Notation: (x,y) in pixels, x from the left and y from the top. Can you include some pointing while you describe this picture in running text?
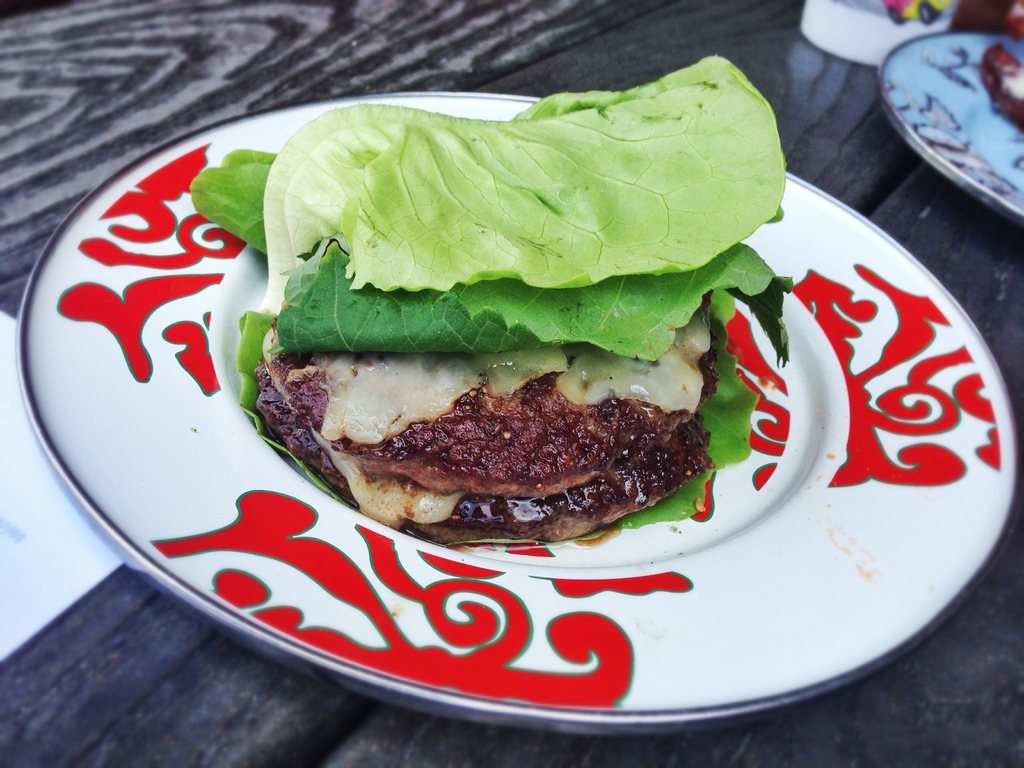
In this picture, we can see some food items (486,210) kept on a plate (901,601) on the table (123,66) and we can see some objects (931,114) on the table (876,116).
